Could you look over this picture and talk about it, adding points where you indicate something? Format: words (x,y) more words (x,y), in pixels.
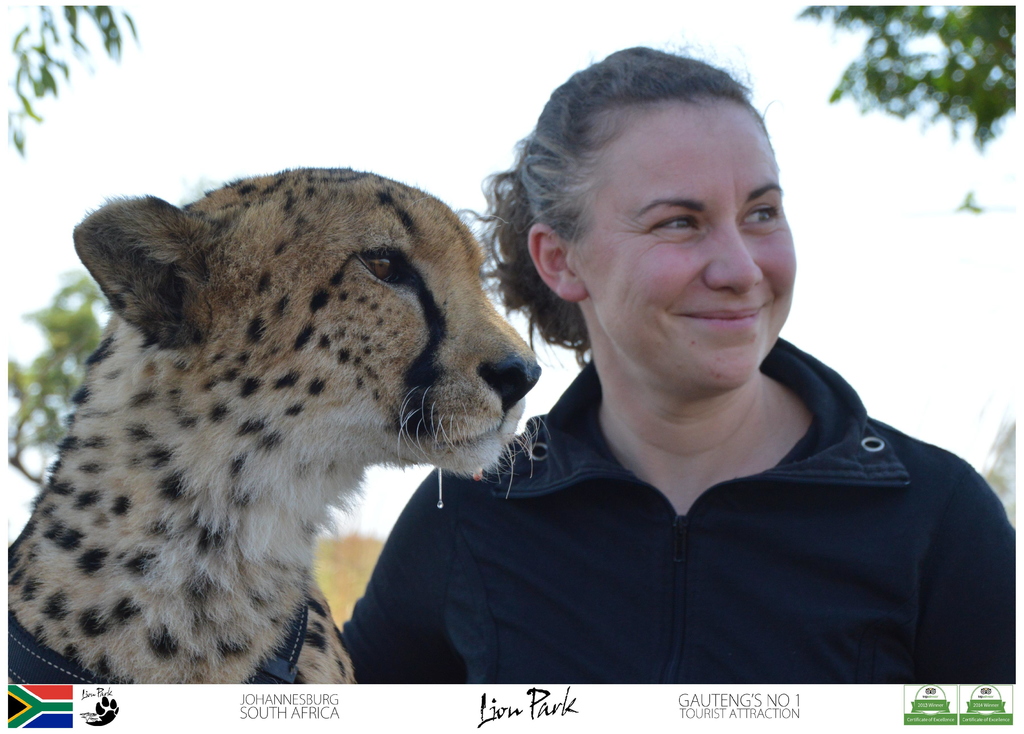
This is the woman (750,509) standing and smiling. I can see a cheetah (191,542). In the background (58,337), I think these are the trees (871,59). I can see the watermarks (486,713) on the image.
